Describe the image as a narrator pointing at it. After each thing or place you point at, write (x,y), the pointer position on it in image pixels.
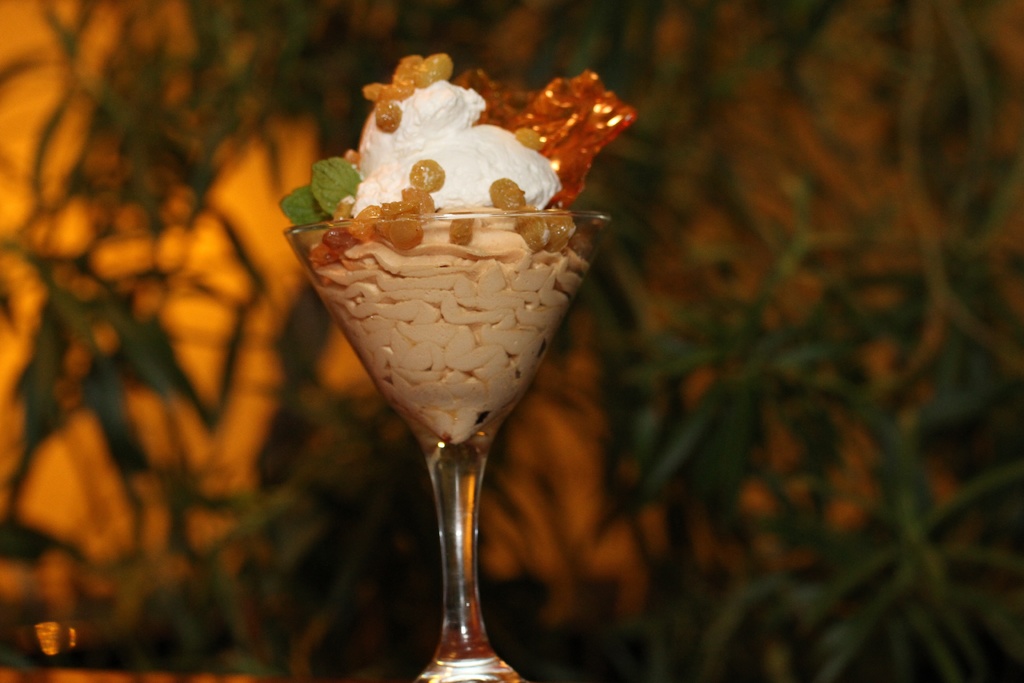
This is a zoomed in picture. In the center (439,314) we can see the glass (467,266) containing ice cream (479,284) is placed on the top of the surface (352,680) of an object (327,680). In the background (293,106) we can see the green color objects (292,386).
